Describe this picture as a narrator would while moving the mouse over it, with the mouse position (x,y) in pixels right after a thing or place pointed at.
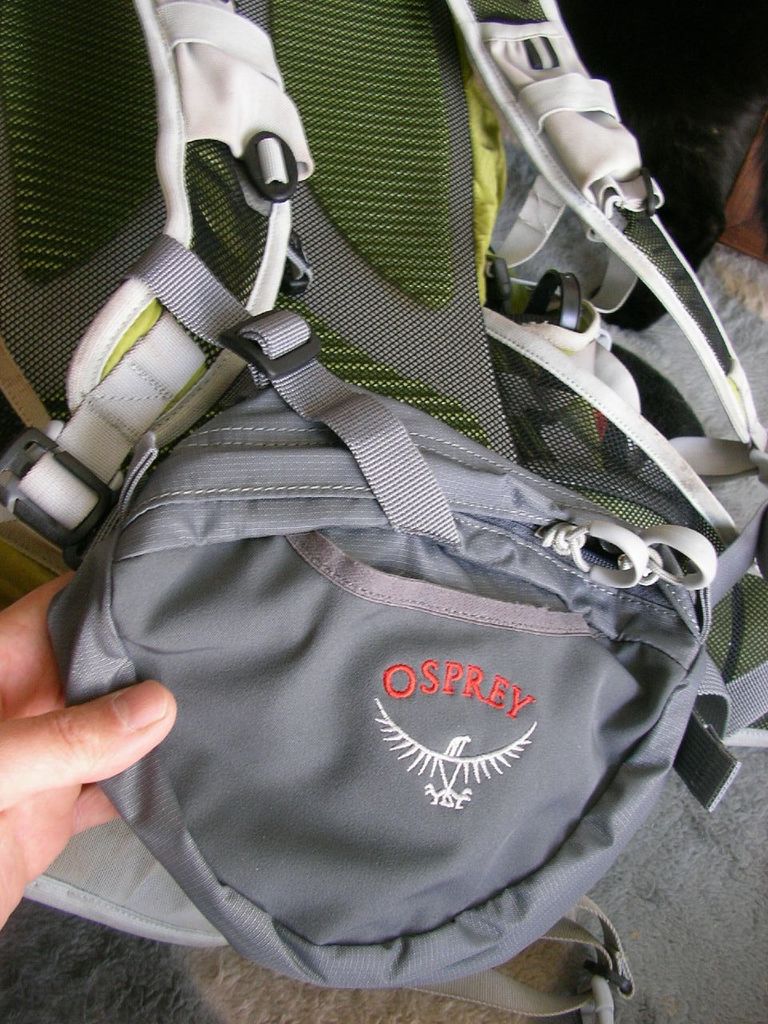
In this image we can see a bag (440,548) is holding by a person hand (29,763).
